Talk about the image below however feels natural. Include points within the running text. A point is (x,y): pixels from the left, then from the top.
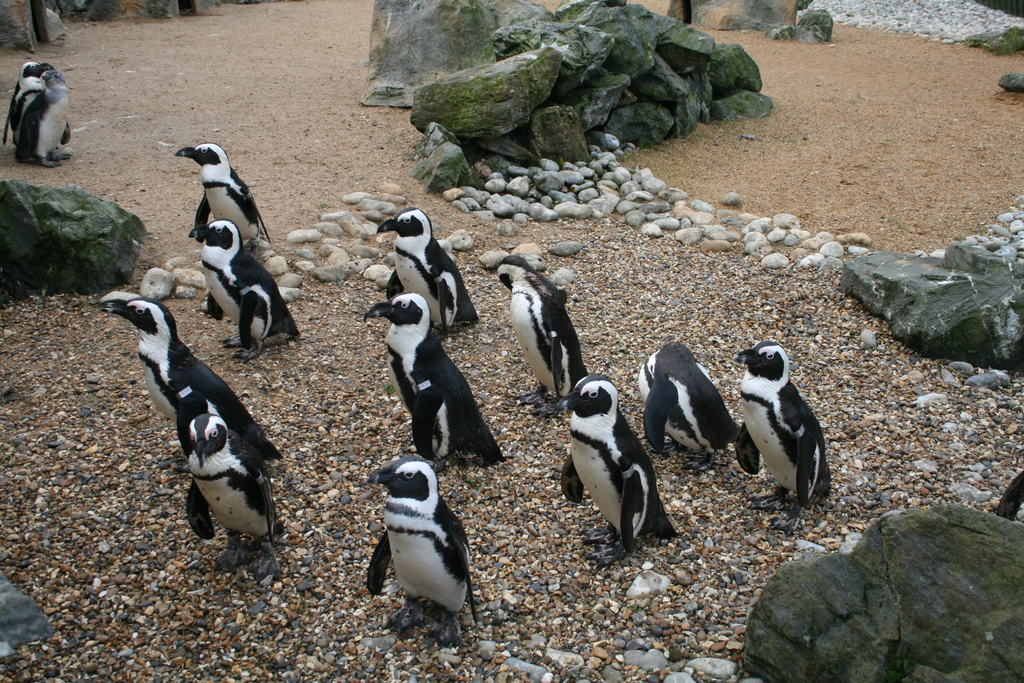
In this image I can see number of penguins (821,428) and I can also see big rocks (434,183) around these penguins (250,309).
